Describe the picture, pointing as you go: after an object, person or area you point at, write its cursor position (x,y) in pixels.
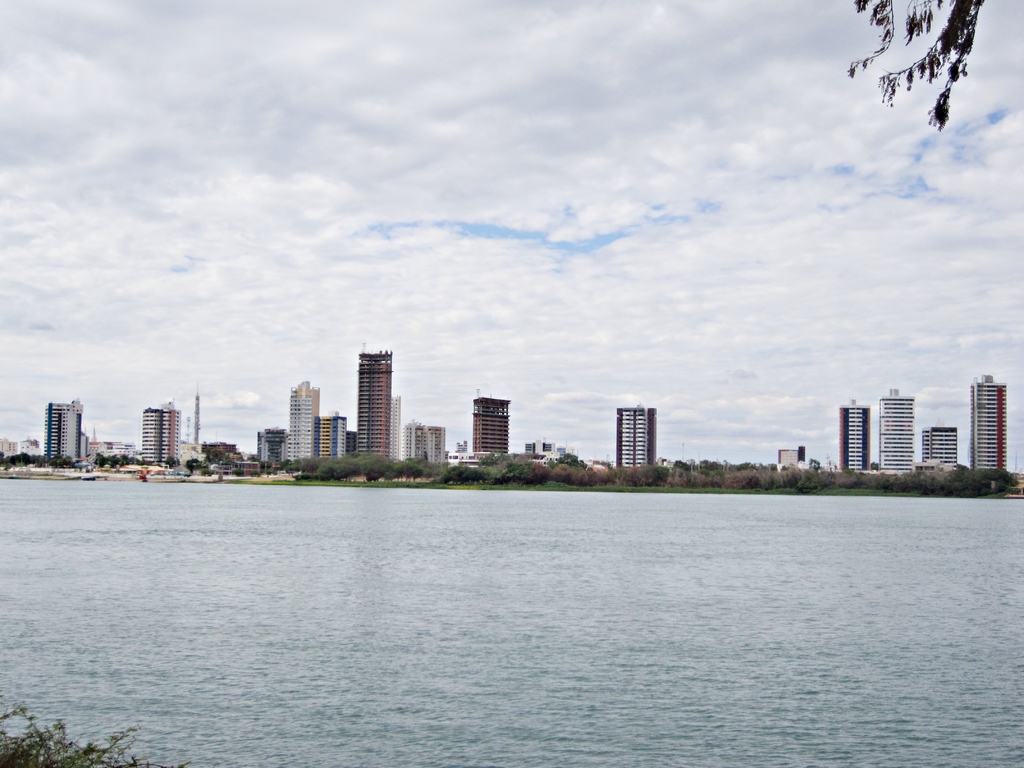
In this image we can see the sea (608,531). We can also see the trees (636,477), grass (816,492) and also the buildings (984,407). In the background (478,221) we can see the sky (535,236) with the clouds (482,192).
